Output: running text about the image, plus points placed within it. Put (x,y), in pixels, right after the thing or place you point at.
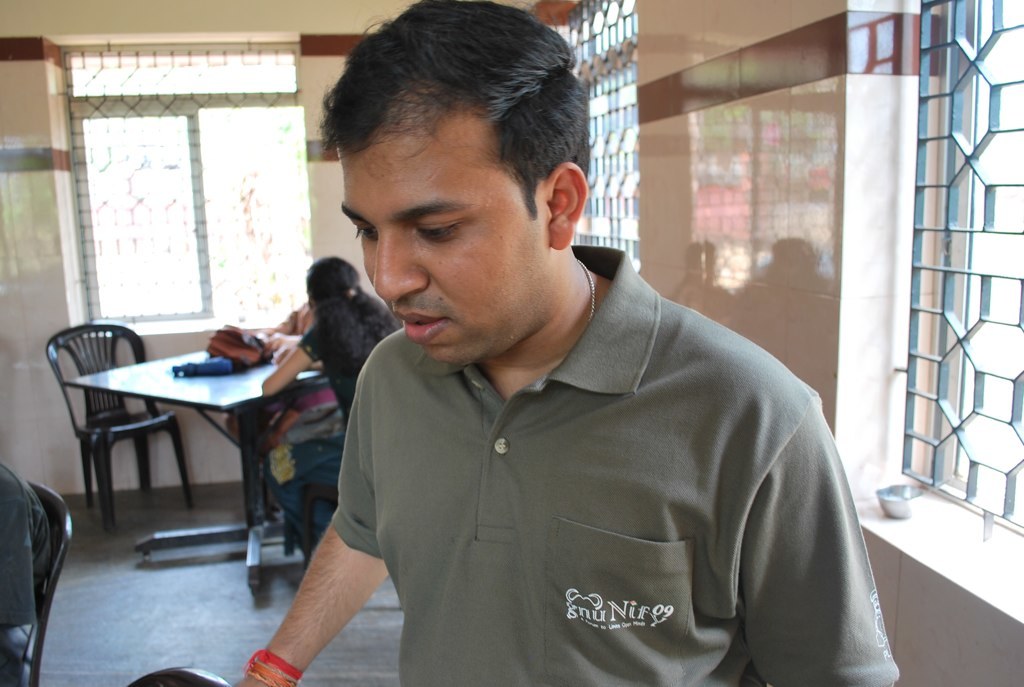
In the image there is a man (528,473) on grey t-shirt (528,473) standing in front of a window (960,246) and behind there is a table (100,375) with two persons (318,297) sitting around it, this seems to be a small hotel (26,432).
